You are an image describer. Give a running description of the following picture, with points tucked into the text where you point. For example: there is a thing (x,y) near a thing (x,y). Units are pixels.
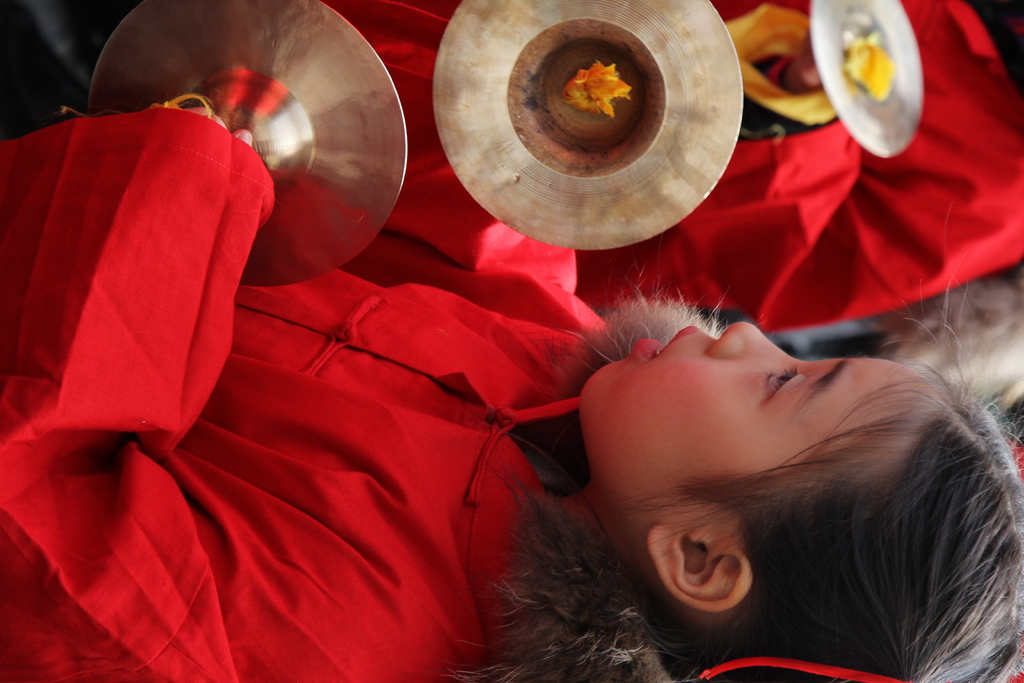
In the picture I can see people (453,278) among them some of them are wearing red color clothes (584,282). The girl (601,467) in the front (569,491) is holding musical instruments (322,210) in hands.
